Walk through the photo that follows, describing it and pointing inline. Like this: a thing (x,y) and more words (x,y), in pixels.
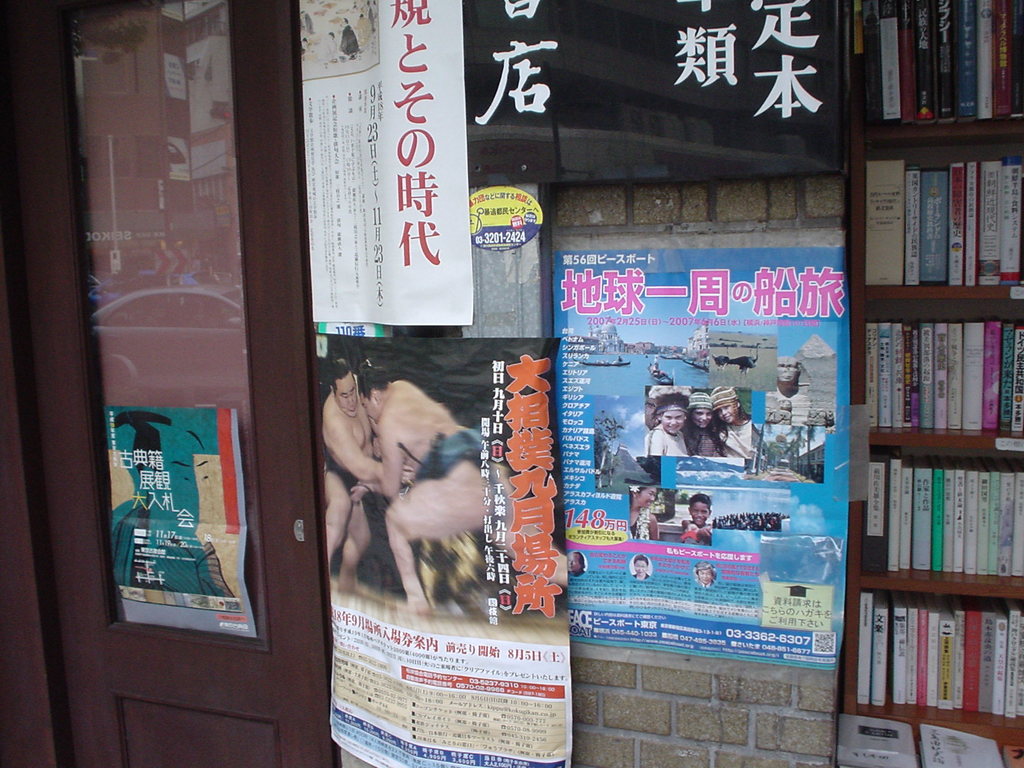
In this image there are few posters (449,479) attached to the wall (478,313) having a door (271,506) to it. On the door (104,542) there is a poster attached to it. On the door (186,347) there is reflection (161,337) of a car (153,334), few vehicles (145,278) and buildings (139,115). Right side of the image (931,716) there is a rack (951,711) having few books (933,469) in it.
